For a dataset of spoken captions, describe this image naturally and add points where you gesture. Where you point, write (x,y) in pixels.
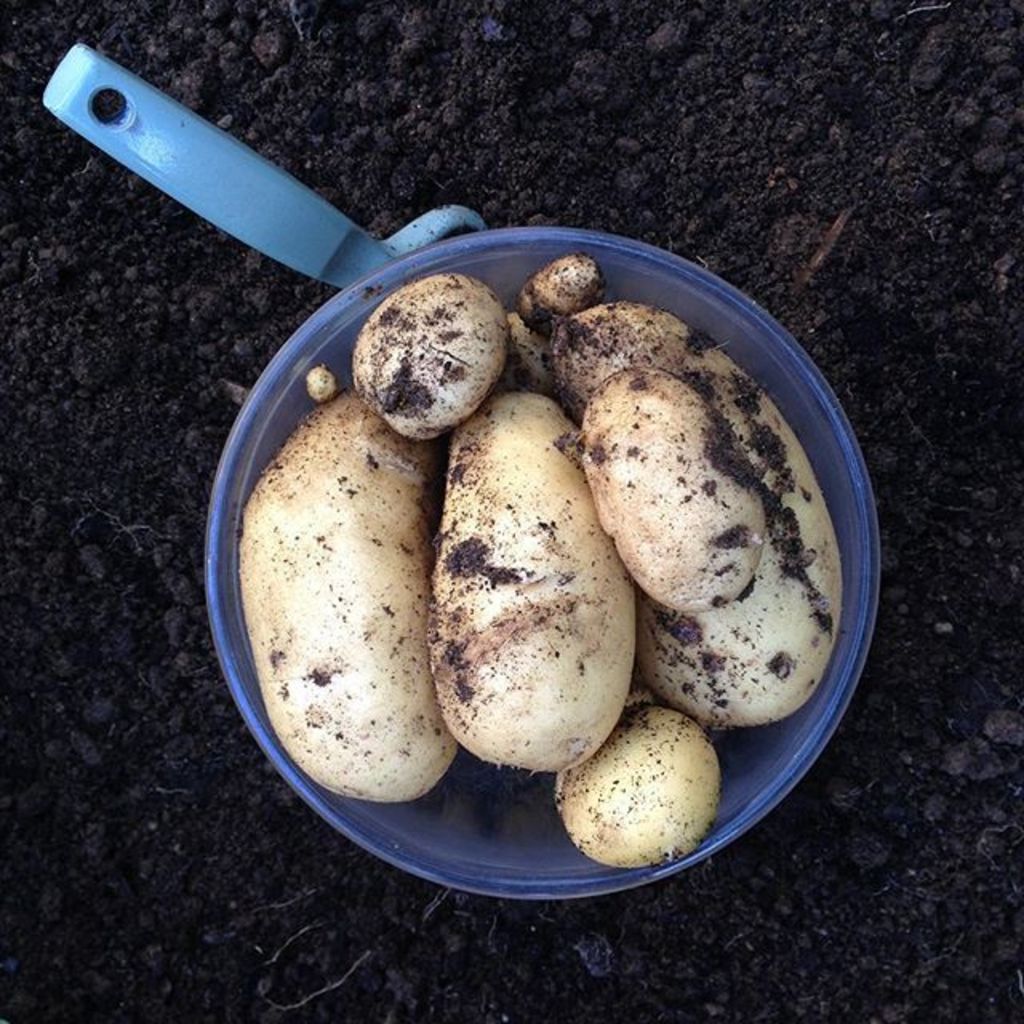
Here we can see root vegetables (582,591) in a bucket (610,280) on the ground (910,701) and beside the bucket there is an object (225,160) on the ground (334,160).
